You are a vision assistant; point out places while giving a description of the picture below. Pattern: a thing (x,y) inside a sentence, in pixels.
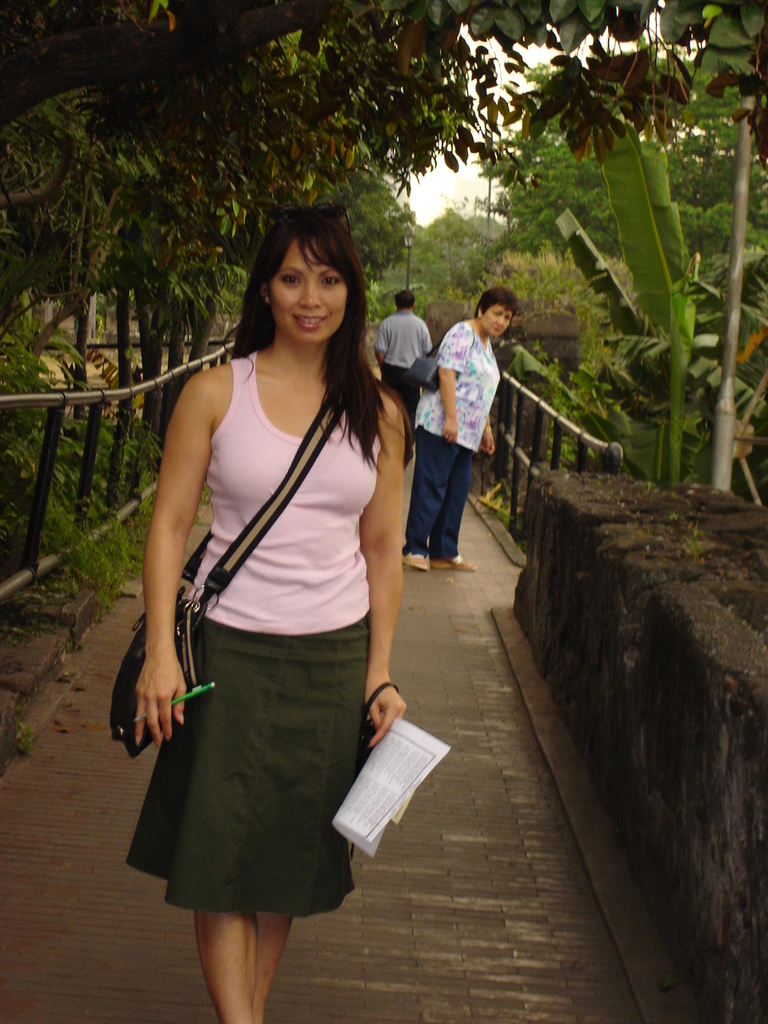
In this image we can see a lady (331,272) holding a paper (366,842), bag (298,465) and other objects (359,777). In the background of the image (145,301) there is a fence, persons (423,422), trees (63,58), sky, light (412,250), grass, plants (652,403) and other objects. On the right side of the image (612,485) there is a wall (637,823) and an object (752,486). At the bottom of the image (540,1010) there is the floor (624,1000).
